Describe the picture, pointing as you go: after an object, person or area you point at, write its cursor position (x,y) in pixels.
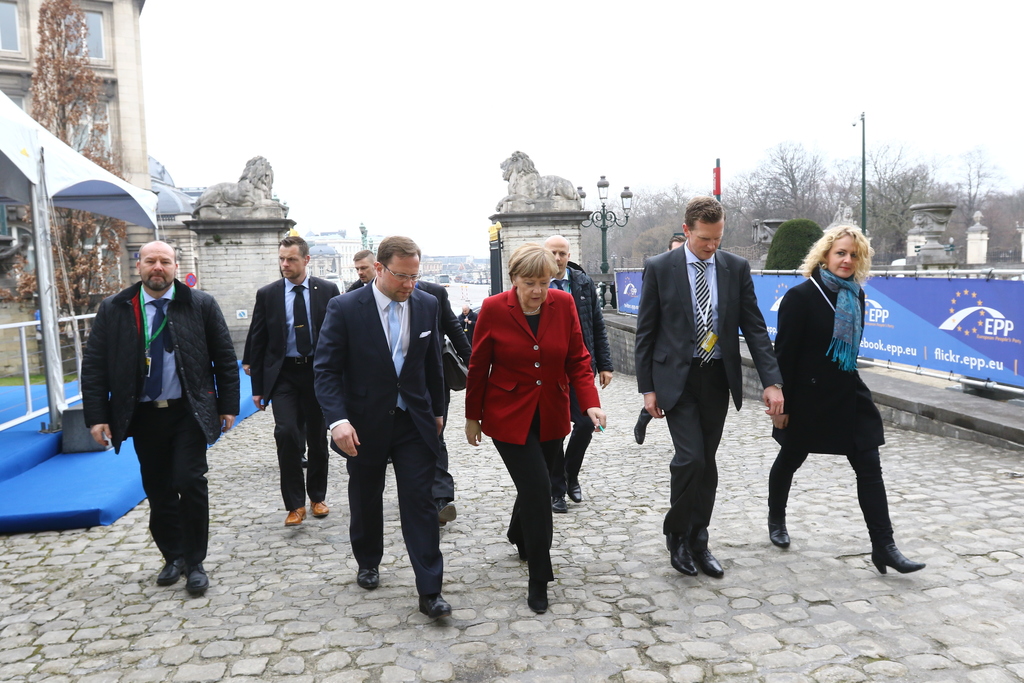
In this picture we can see some people (553,330) are walking on the road (733,665), beside we can see some buildings (10,87), trees (631,255) and banners (978,359).
